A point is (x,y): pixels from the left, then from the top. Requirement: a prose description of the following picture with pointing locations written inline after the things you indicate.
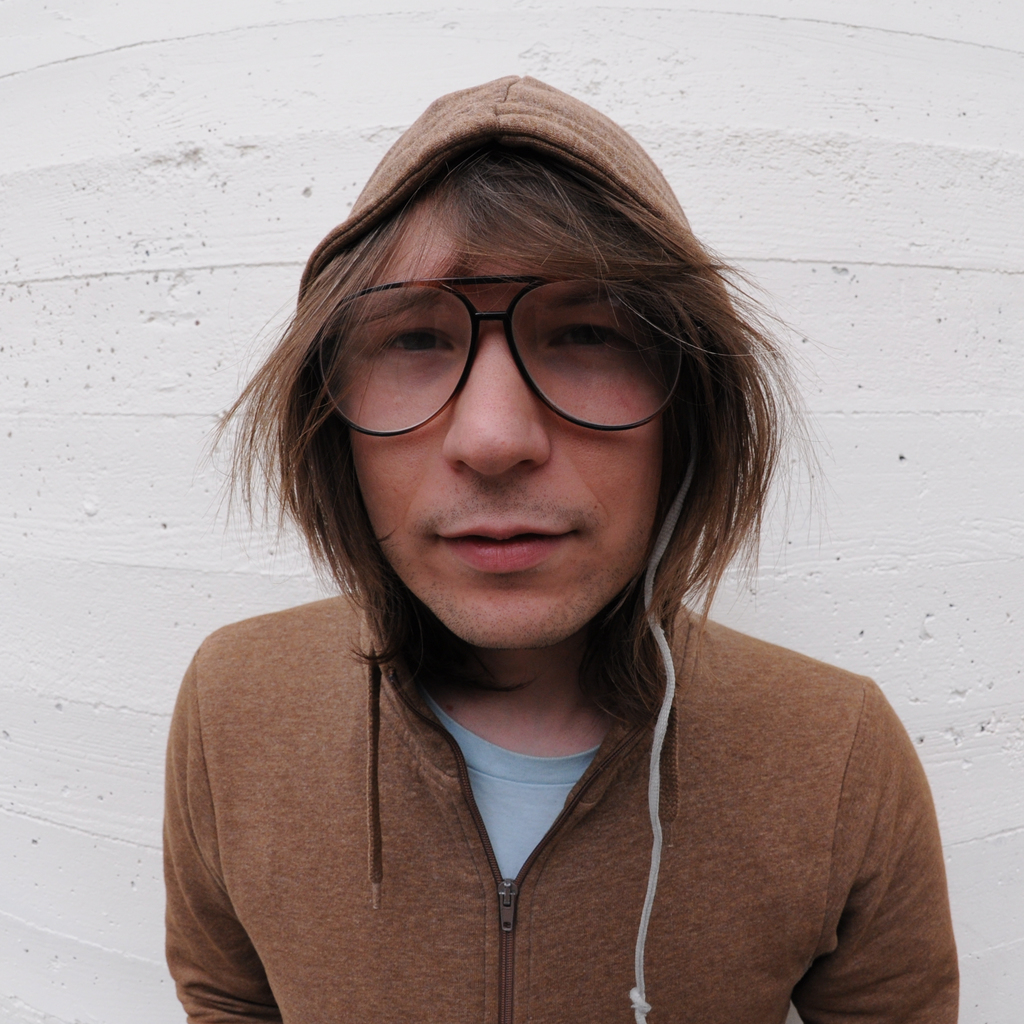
In this image we can see one man (512,844) with spectacles (335,374) standing and background (643,20) there is one big white wall (123,589).
